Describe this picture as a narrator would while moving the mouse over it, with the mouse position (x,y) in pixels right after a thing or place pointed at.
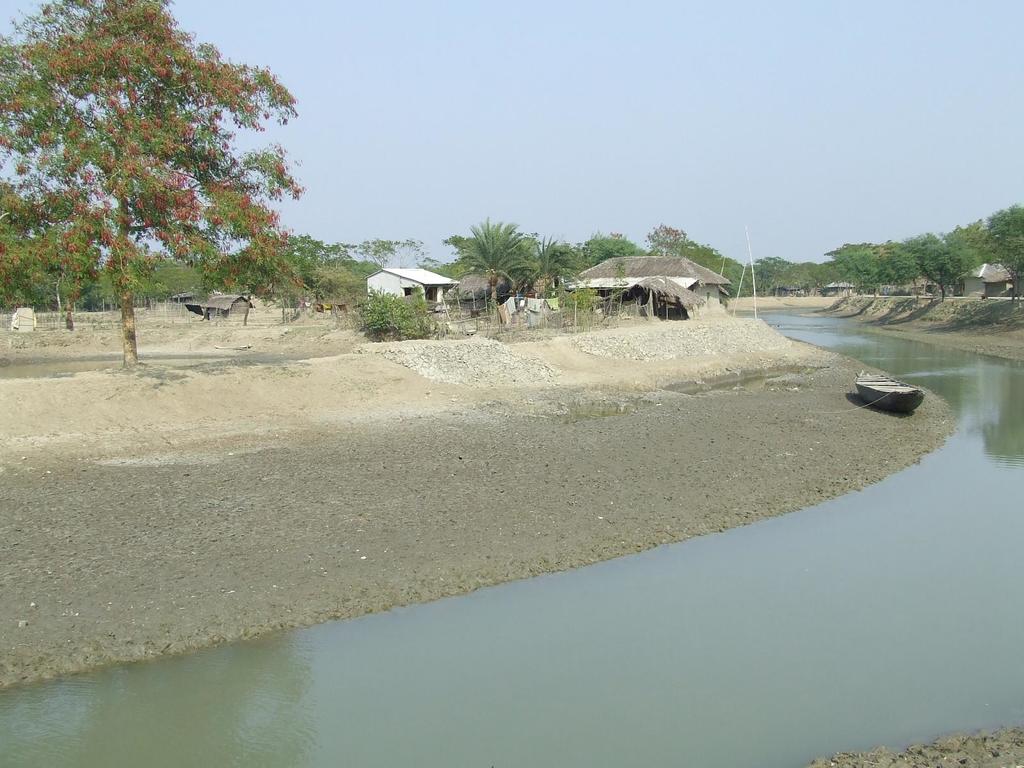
To the bottom of the image (849,614) there is water (551,602). Behind the water (206,677) there is shore (401,411). On the shore (846,370) there is a boat (877,389). And also there are trees (973,263) and also there are huts (428,277) with roofs (692,263). In the background (364,277) there are many trees (935,247) and also there are few huts (394,273) with roofs (629,261).
